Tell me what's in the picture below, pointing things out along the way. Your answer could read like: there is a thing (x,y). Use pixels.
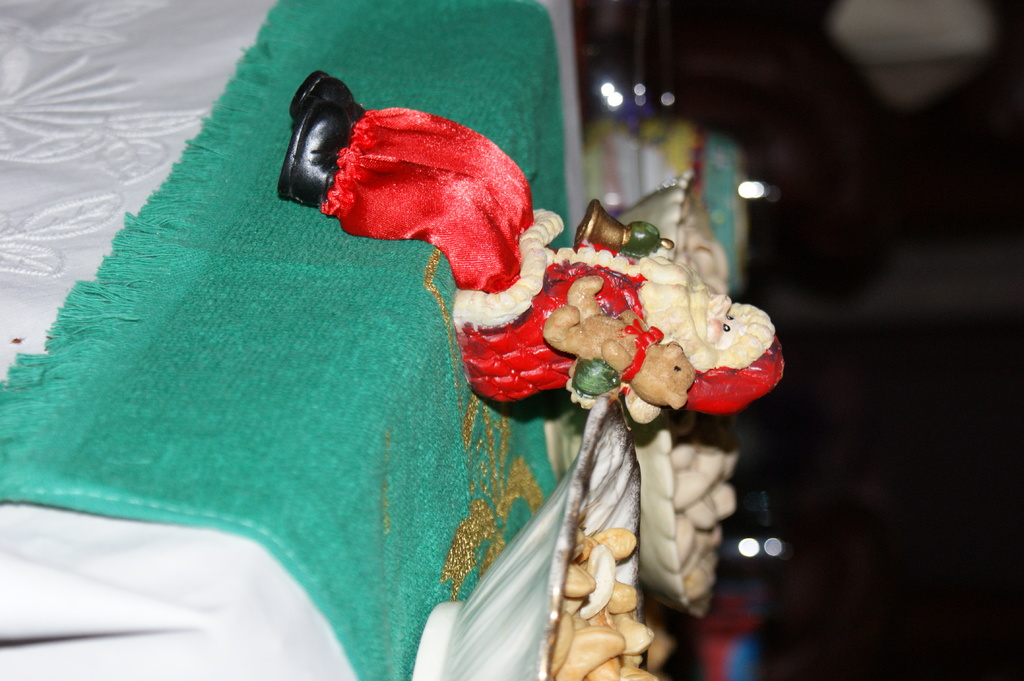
In this picture we can see a toy (582,305) and there are food items (706,241) in the bowls (572,518) and the bowls (571,502) are on the cloth (453,455). Behind the bowls (666,464), there's a dark background (827,441).
